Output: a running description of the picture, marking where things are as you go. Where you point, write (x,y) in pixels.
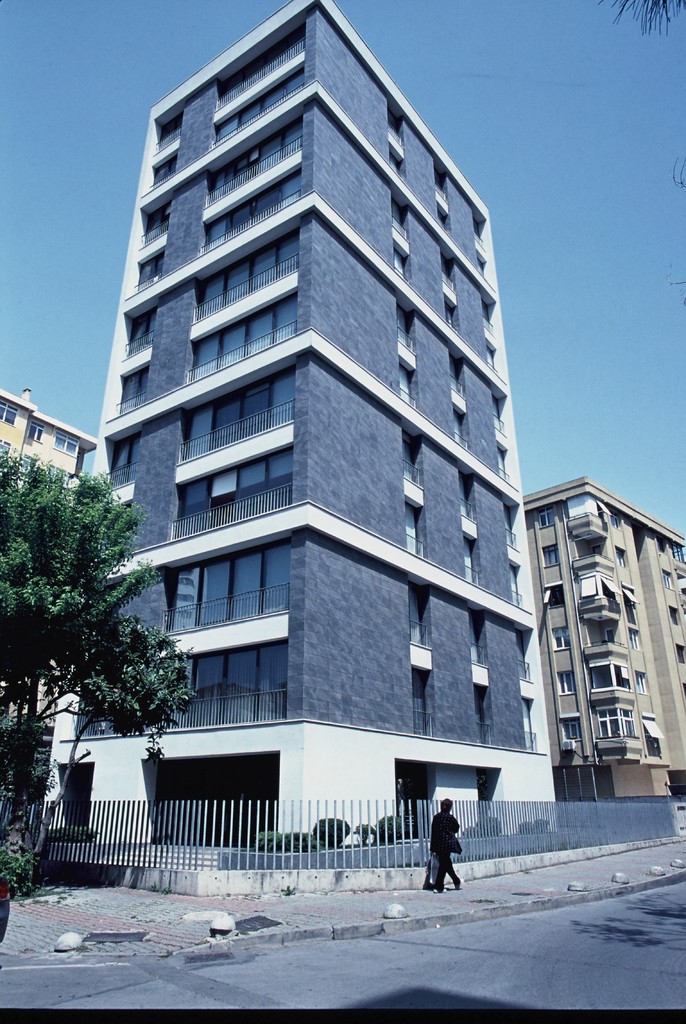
In this image in the center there is a person (436,884) standing and there is a fence (515,836). In the background (422,616) there are buildings (531,666). On the left side (19,650) there are trees (19,631).
